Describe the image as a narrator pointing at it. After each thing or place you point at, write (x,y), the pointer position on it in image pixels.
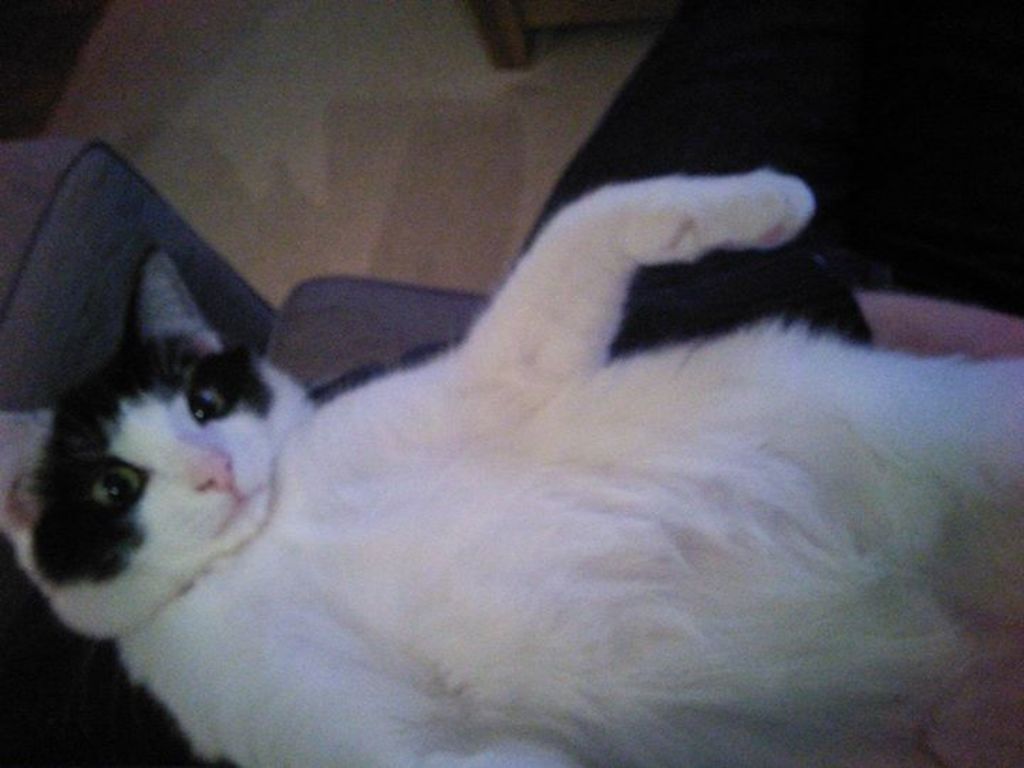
In this picture there is a white cat (592,533) lying on the sofa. At the back (500,6) there is a chair (506,47), at the bottom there is a mat (412,195).
